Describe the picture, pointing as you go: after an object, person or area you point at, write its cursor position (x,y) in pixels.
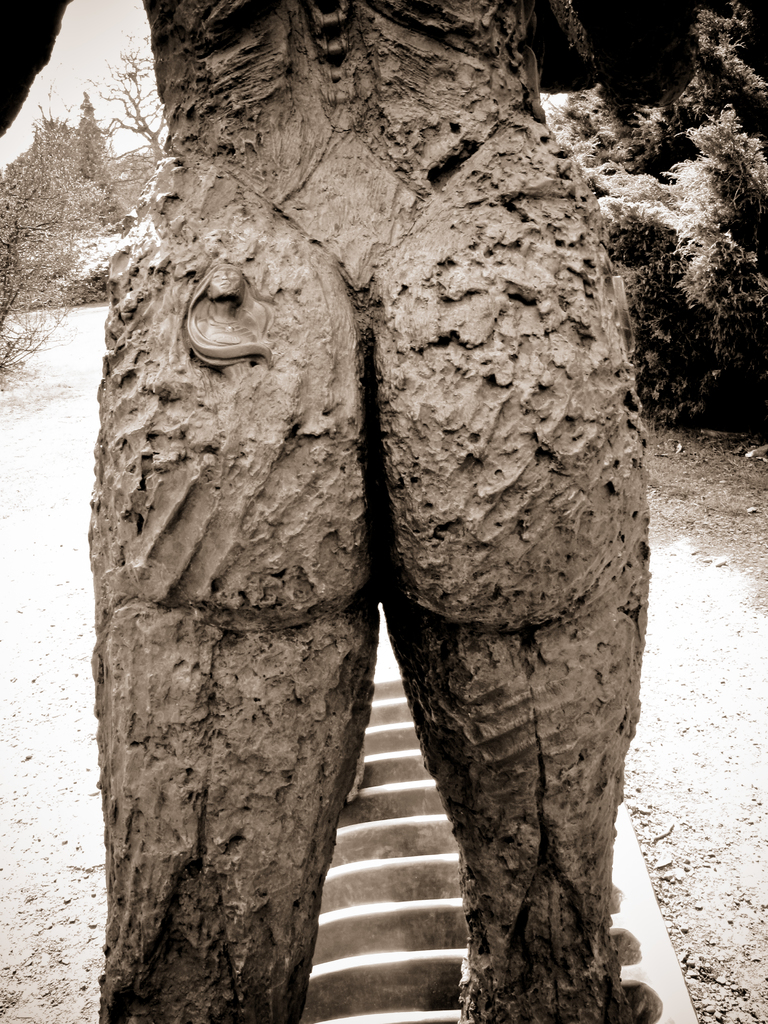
In this picture we see a statue (306,855) made of mud (244,612). Beside it we can see trees (661,306).
